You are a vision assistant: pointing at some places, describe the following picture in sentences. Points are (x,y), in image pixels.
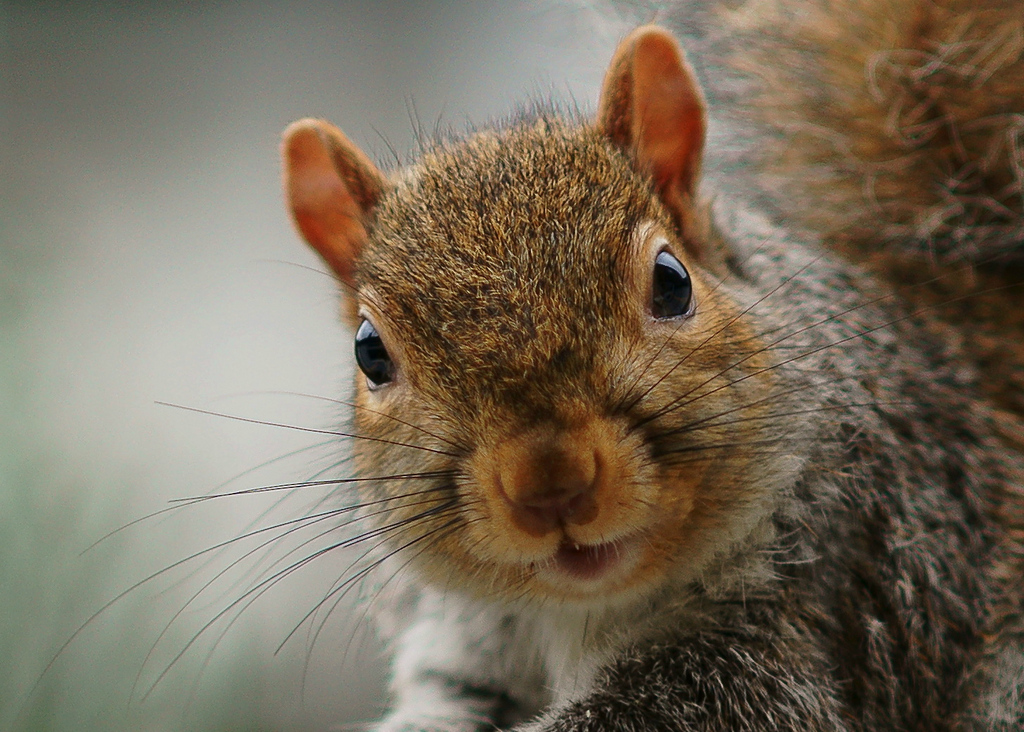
In this picture we can see squirrel (661,332). On the top left corner (56,96) we can see grey blur (199,42).
